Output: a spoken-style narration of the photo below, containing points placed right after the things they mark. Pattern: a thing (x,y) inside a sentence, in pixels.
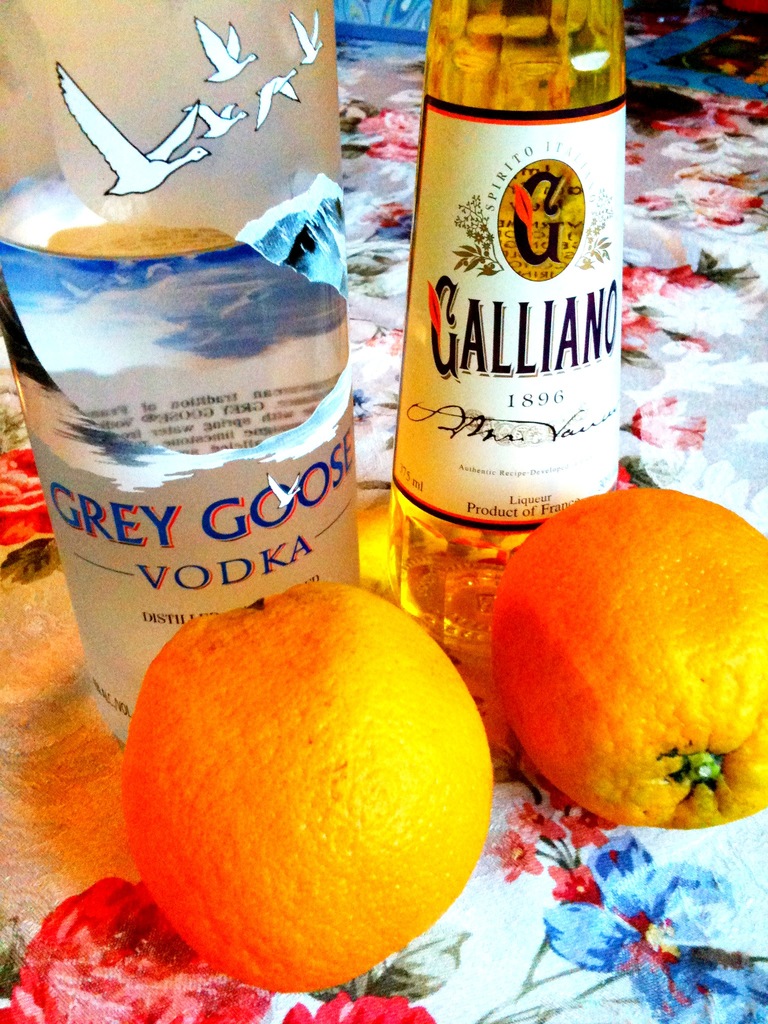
In the picture I can see two glass bottles (332,317) placed on a surface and there are two oranges (598,667) placed in front of it.
